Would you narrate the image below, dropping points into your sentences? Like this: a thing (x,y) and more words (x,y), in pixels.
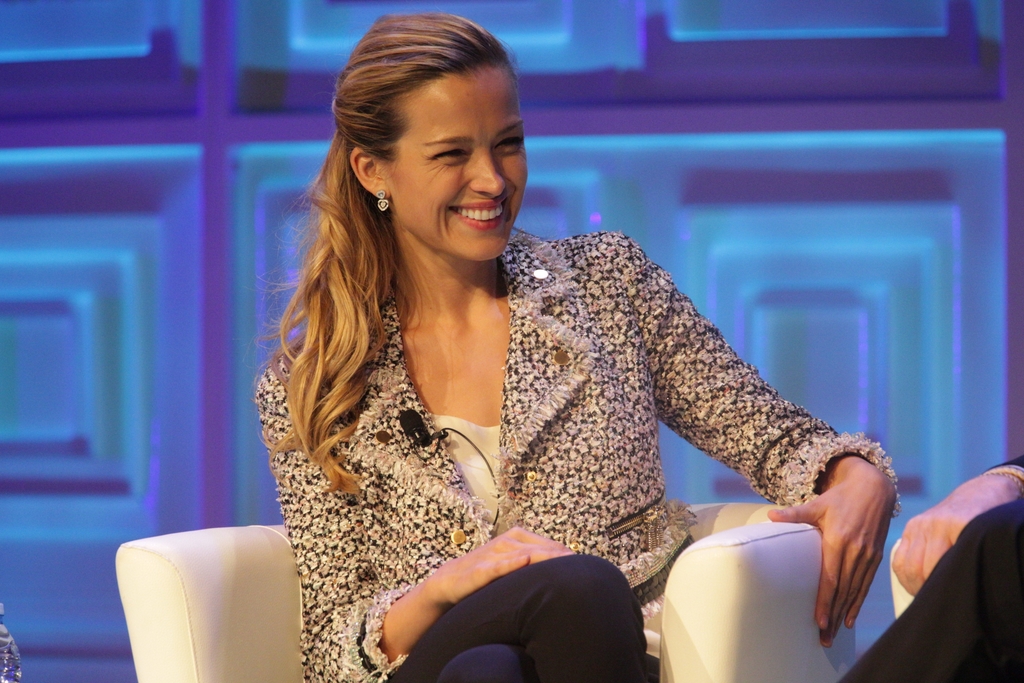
In the center of the picture (433,401) we can see a woman (614,380) wearing a dress (594,389), smiling and sitting on a white color couch (661,612). On the right corner (946,551) we can see another person (933,562) seems to be sitting and we can see some other objects (76,568) in the background (191,374) and we can see a microphone (406,417).
